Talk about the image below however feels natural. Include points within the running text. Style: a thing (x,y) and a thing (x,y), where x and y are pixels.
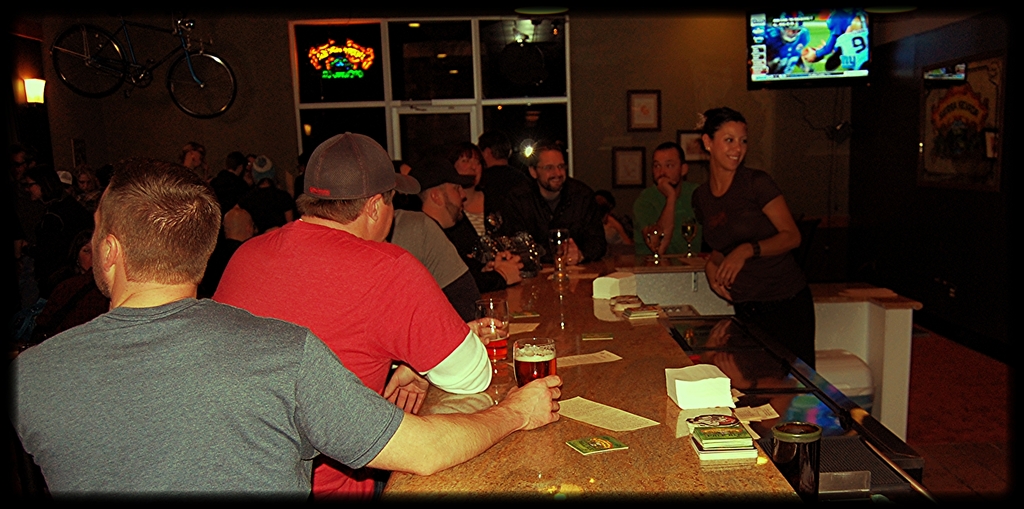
In this image I can see people (78,200) where few of them are standing and rest all are sitting. In the background (854,71) I can see a television (770,80), few frames (643,121) on this wall (616,83) and a bicycle (115,77). Here on this counter top (530,459) I can see few glasses (505,312), papers (533,329) and few more stuffs (679,403).
